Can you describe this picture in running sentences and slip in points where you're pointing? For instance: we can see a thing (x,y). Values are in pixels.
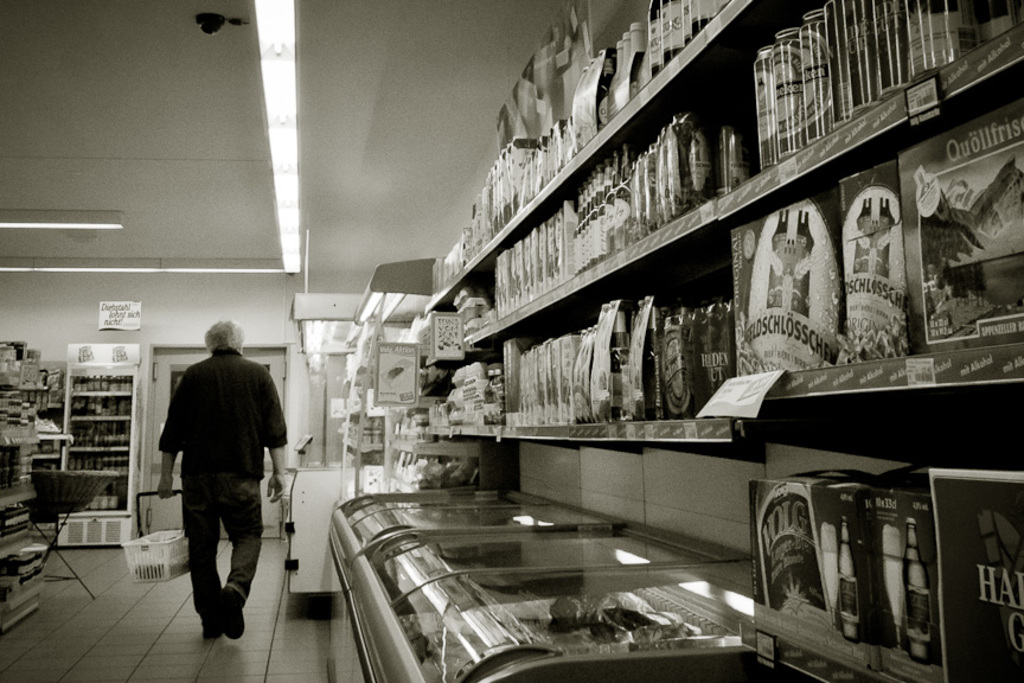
In this image there is a person (217,484) standing and holding a shopping basket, and there are bottles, boxes (551,252) and some objects (552,269) in the racks (979,441) and refrigerator (362,494), lights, door (157,462), wall (181,294).
